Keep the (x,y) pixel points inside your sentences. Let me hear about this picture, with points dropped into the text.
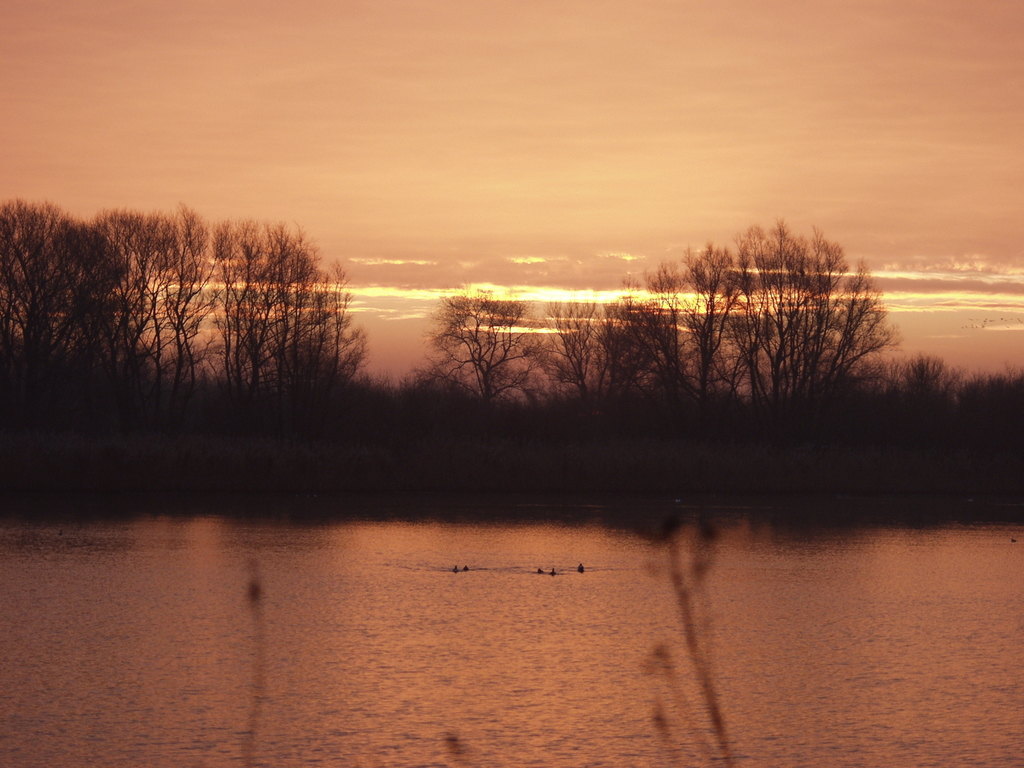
In this image at the bottom (565,703), there is water (551,645). In the middle (473,380), there are trees (458,343), sky (447,264) and clouds (585,266).
